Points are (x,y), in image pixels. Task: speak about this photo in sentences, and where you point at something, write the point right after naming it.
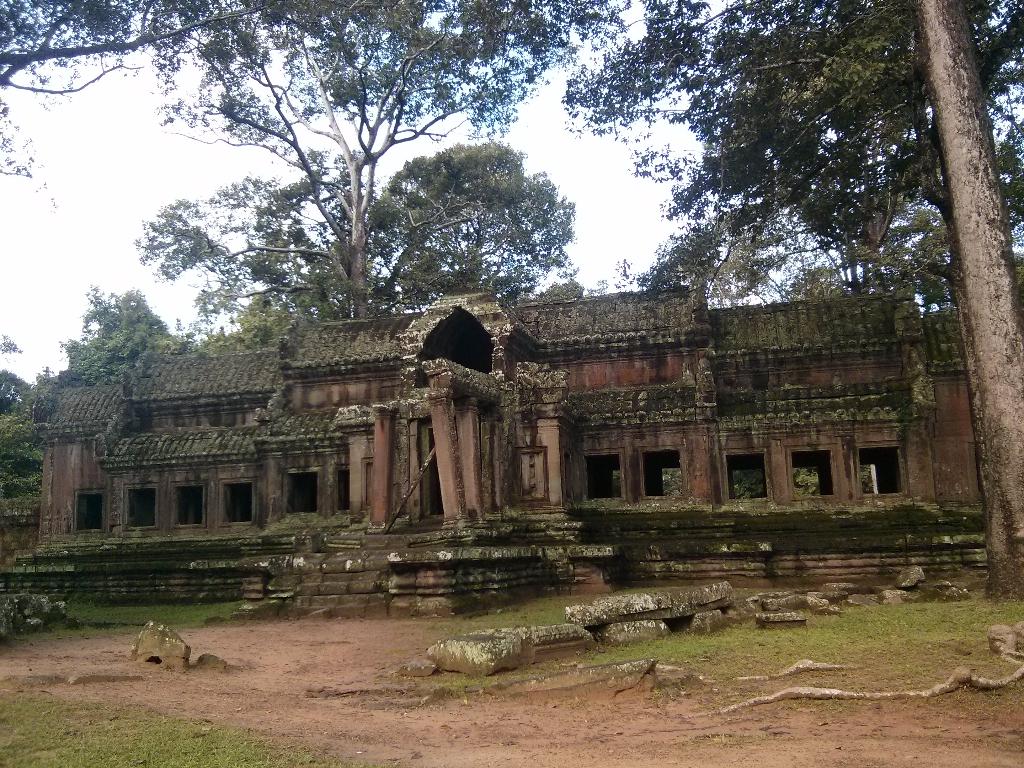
There is grass (203,759) and an old building (747,566). There are trees (178,205) and sky (97,106) at the top (58,128).
